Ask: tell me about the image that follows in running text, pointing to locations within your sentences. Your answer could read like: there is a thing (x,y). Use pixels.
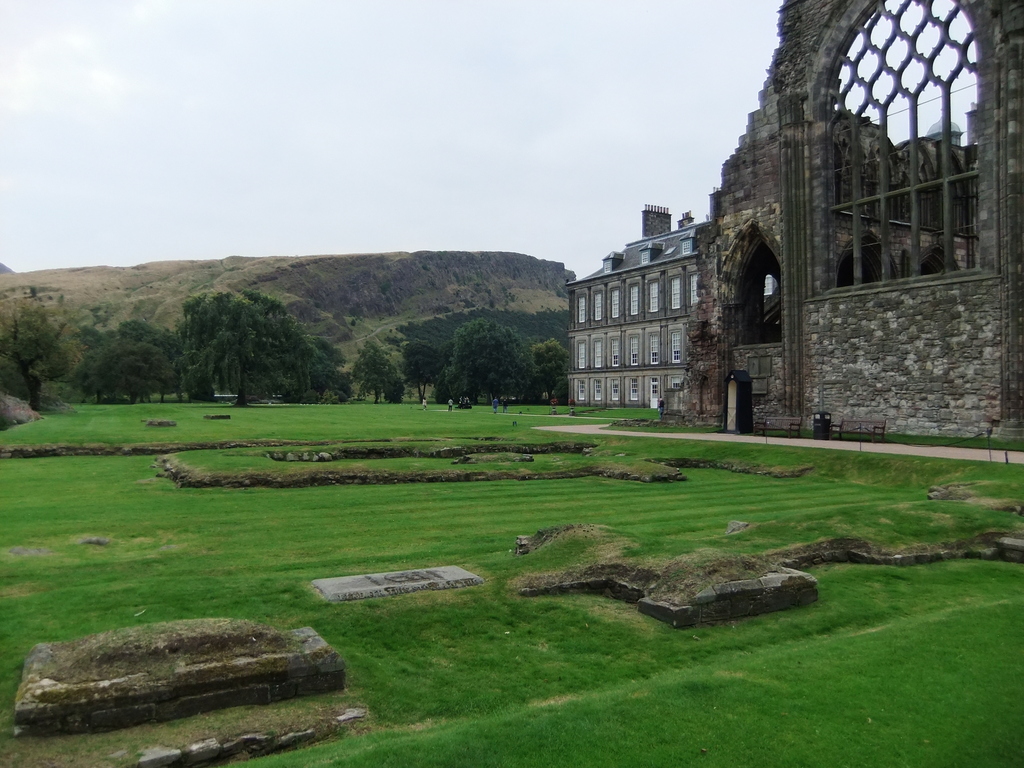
In the foreground (520,612), I can see grass (610,533), buildings (918,356), bench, windows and a group of people (661,407). In the background (487,390), I can see trees (256,351), mountains (383,298) and the sky (173,25). This image taken, maybe during a day.
